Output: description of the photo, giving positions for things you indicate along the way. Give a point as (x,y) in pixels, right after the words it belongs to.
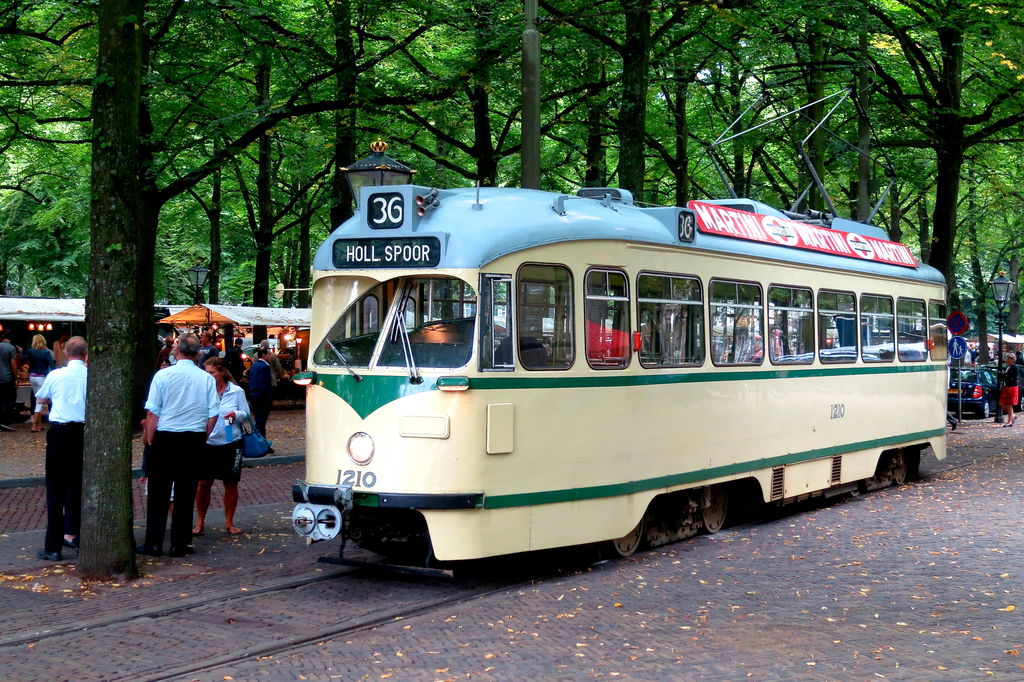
In this image, we can see a train (303,513) on the track (213,642), on the left side (173,482) there are some people (162,441) standing and we can see some trees (548,84), on the right side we can see a car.
